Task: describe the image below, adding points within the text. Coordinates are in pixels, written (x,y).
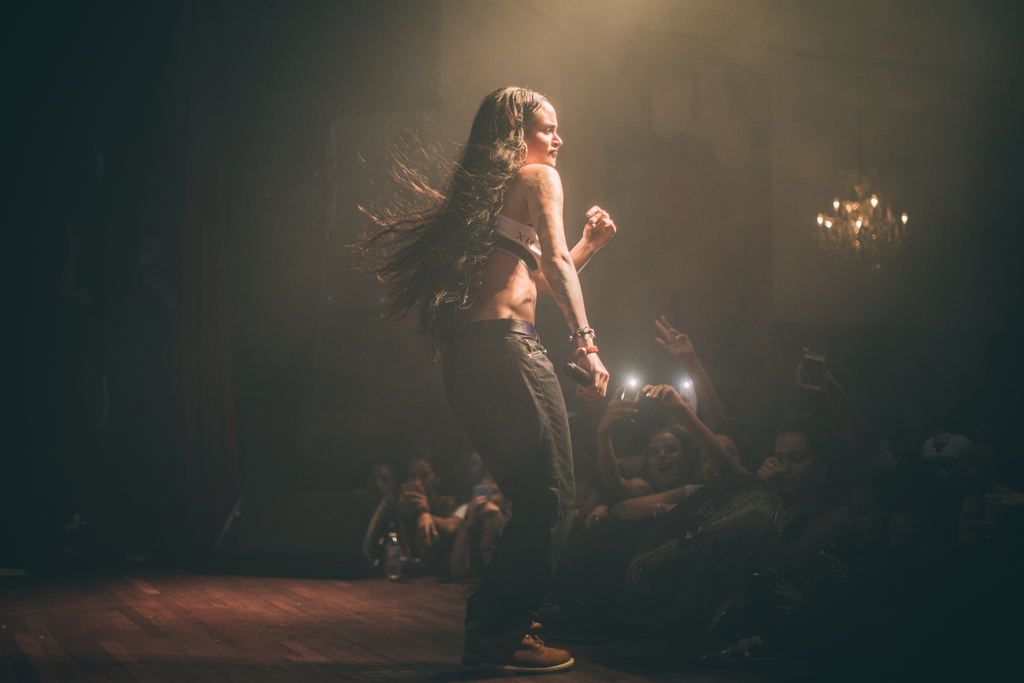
In the middle of the image (584,255) a woman (487,649) is standing and holding a microphone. Behind her few people (613,405) are standing and there is a bottle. In the top right corner of the image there are some lights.
